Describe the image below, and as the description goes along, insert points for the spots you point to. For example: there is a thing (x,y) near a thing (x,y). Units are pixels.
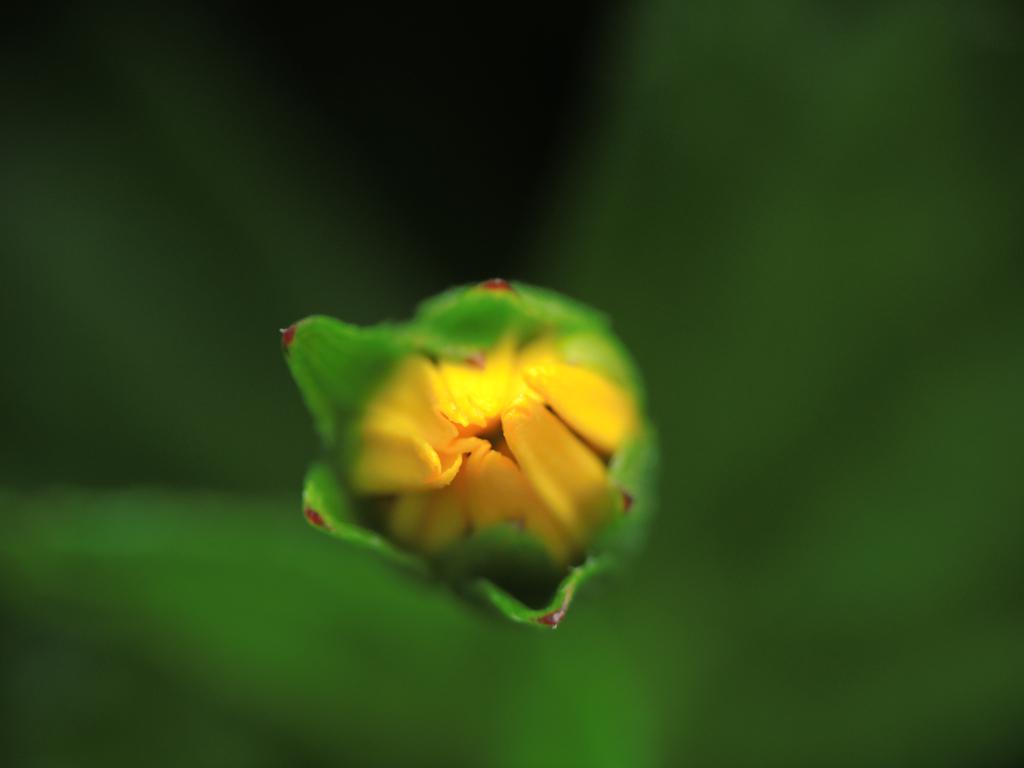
In this picture there is a flower (495,480) in the center (512,442) and the background (30,729) is blurry.
